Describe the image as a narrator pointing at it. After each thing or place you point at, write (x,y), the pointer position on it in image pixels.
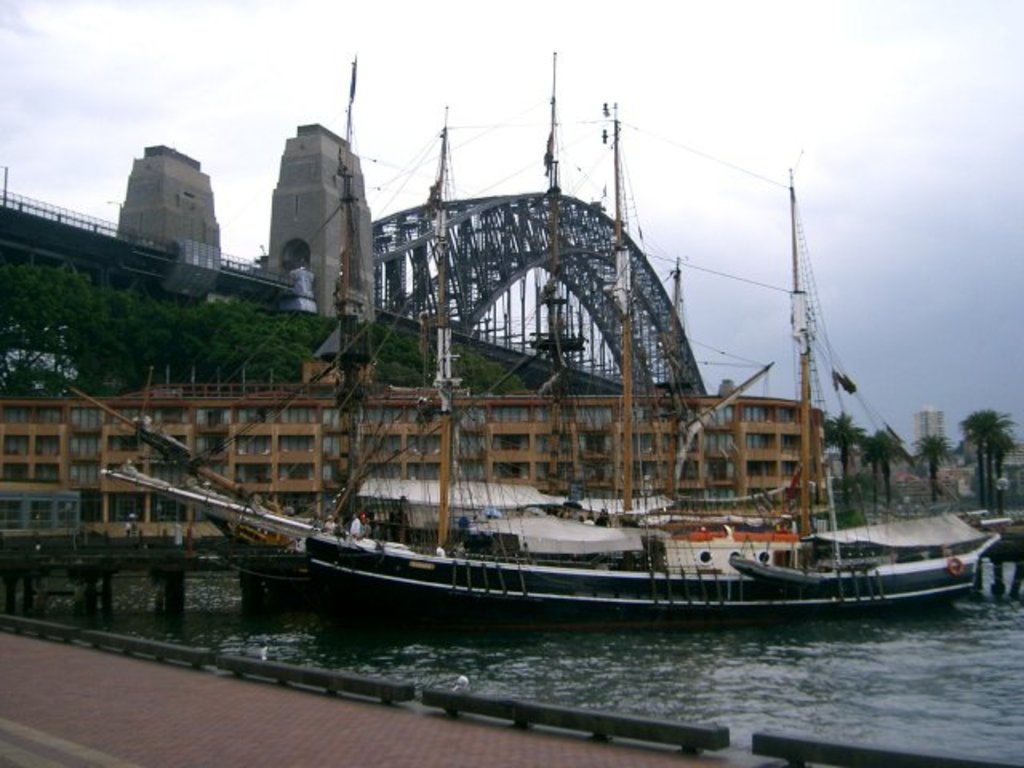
In this image we can see there are boats (652,605) on the water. And there are buildings (542,414), trees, bridge (457,249), sidewalk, towers (311,188), and the sky (895,269).
